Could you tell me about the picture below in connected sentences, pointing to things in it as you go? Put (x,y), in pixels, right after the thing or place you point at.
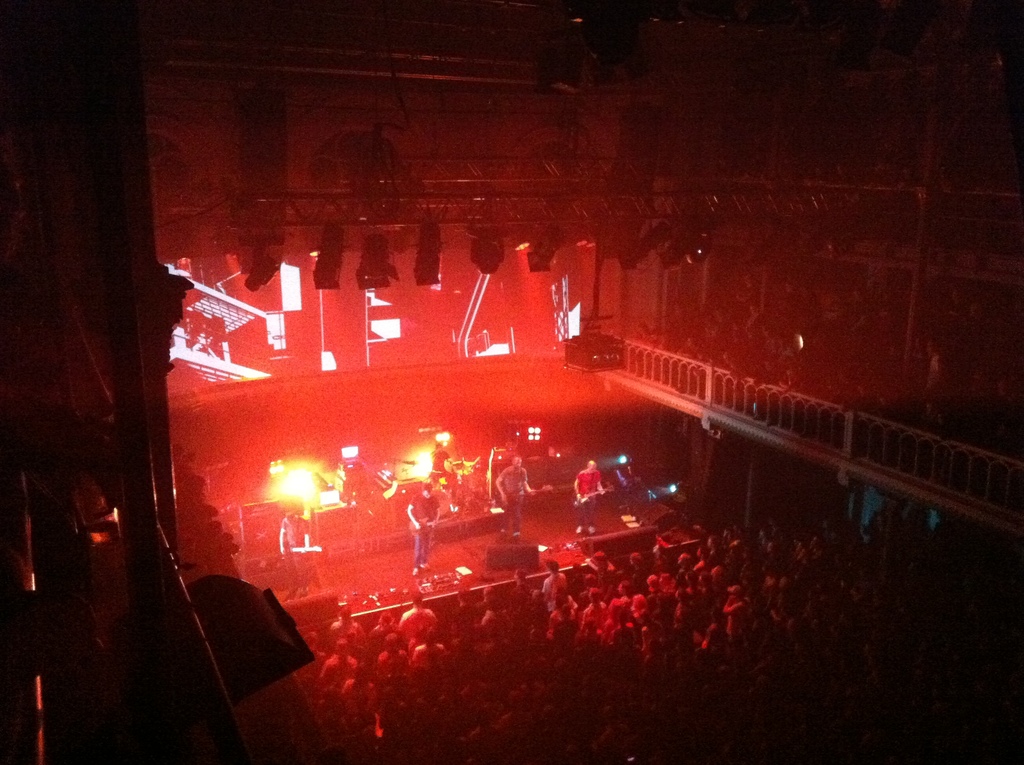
In this image we can see people (696,589) standing. There are few people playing musical instruments (532,488), lights (295,498), railing (672,382). At the top of the image (488,243) there are lights (272,265).
